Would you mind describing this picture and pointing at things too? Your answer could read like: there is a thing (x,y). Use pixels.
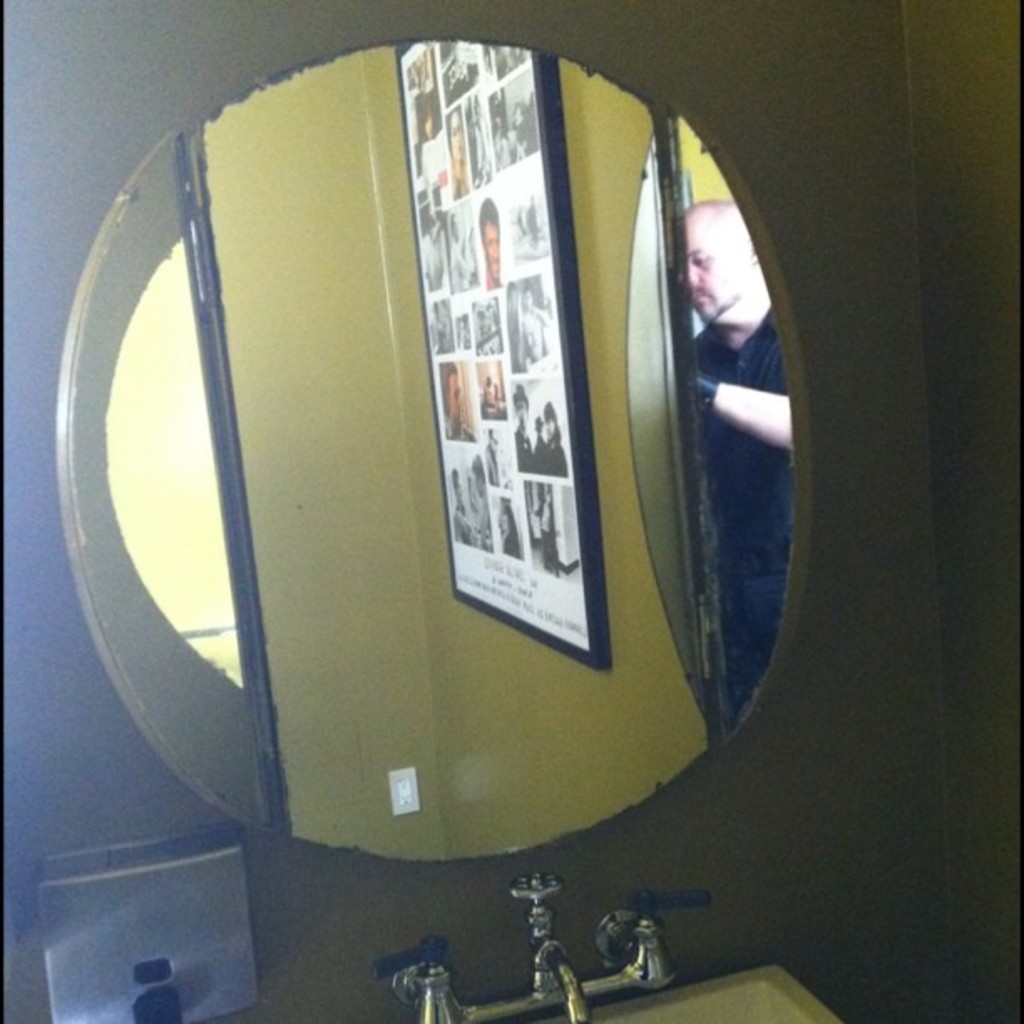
In this image we can see a mirror (588,611) and in the mirror (543,586) there are the reflections (750,549) of a man (736,324) standing and wall hanging (455,374) attached to the wall (417,614). In the foreground (544,930) we can see sink (773,980), taps (547,949) and a dispenser (165,960).
